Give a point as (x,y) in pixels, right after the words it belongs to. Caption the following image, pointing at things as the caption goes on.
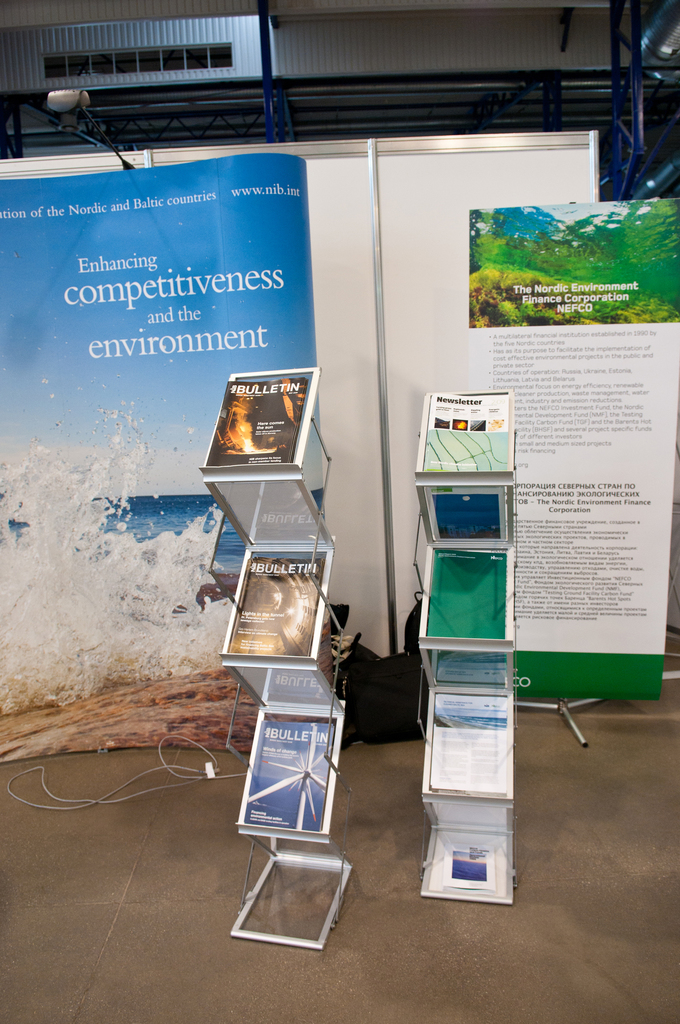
In this image I can see two metal stands (291,691) and few books (287,791) in the stands (306,711) and in the background (631,350) I can see few banners (536,469), few wires (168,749), few metal rods (635,160) and the building (332,44).
